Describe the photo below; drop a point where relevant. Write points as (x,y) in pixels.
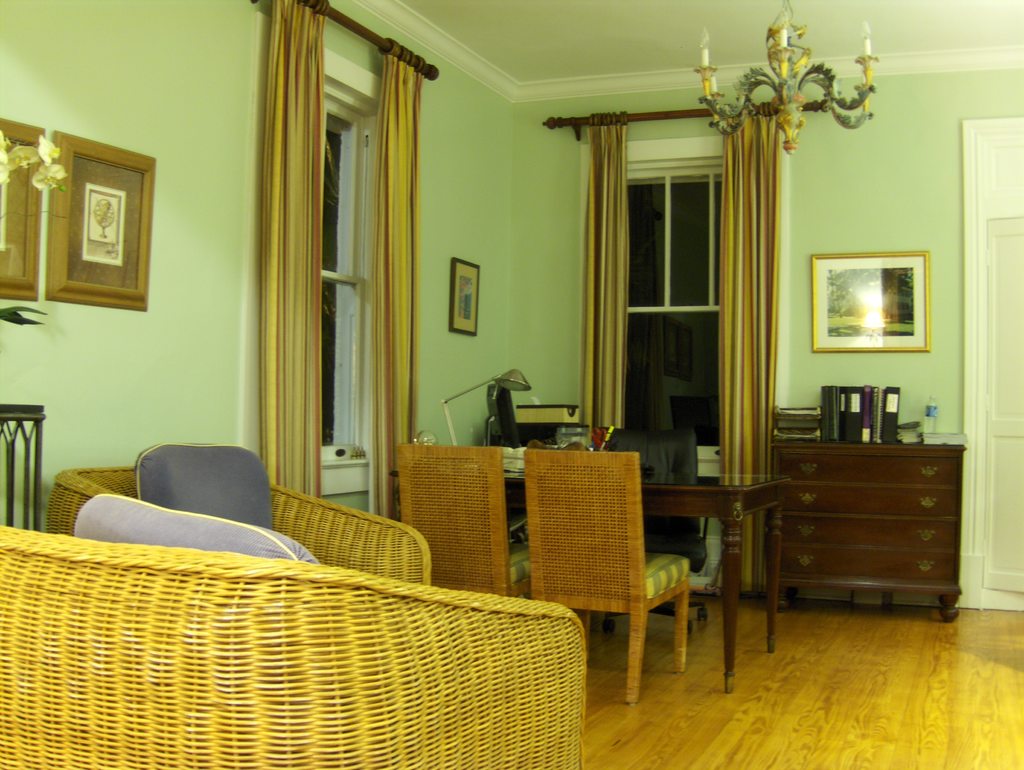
This picture is clicked inside the room (172,702) and in this room (622,736), there are sofa (416,650), chair (464,586), dining table (724,526) and cupboards (853,480). On table (511,474), we see lamp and books (504,452). On the right corner of the picture (995,397), we see a white door (991,445). Beside the door (988,348), we see a green wall (852,217) on which a photo frame (848,260) is placed. Beside that, we see a window (695,184) and the curtains (740,341).
